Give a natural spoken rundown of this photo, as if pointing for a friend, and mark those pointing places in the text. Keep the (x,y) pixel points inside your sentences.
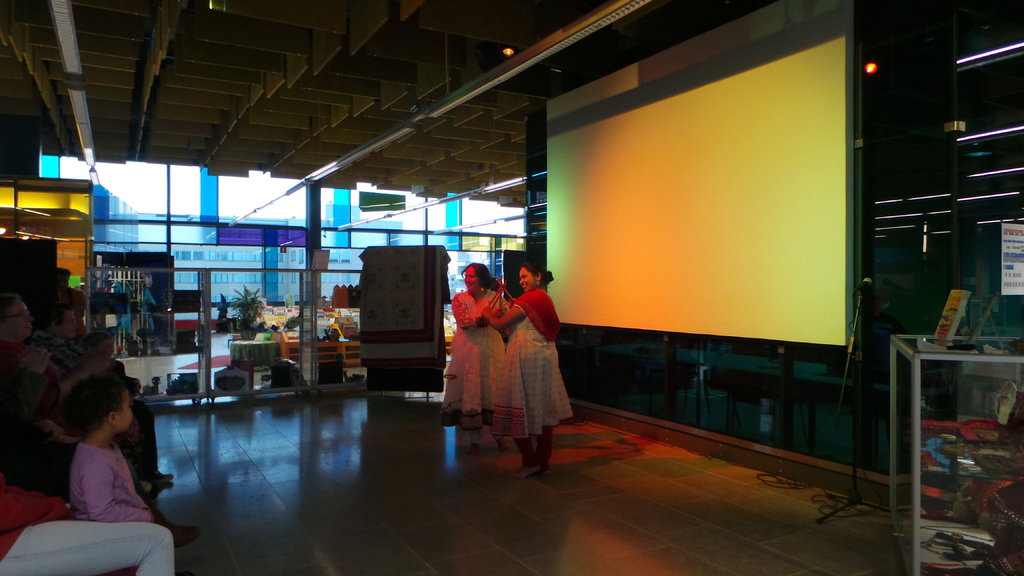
In this image, there are group of people (22,395) wearing clothes (74,349) and sitting in front of the screen (633,244). There are two person (539,299) in the middle of the image (480,313) standing and wearing clothes (534,356). There is a rack (924,449) in the bottom right of the image (907,461).
